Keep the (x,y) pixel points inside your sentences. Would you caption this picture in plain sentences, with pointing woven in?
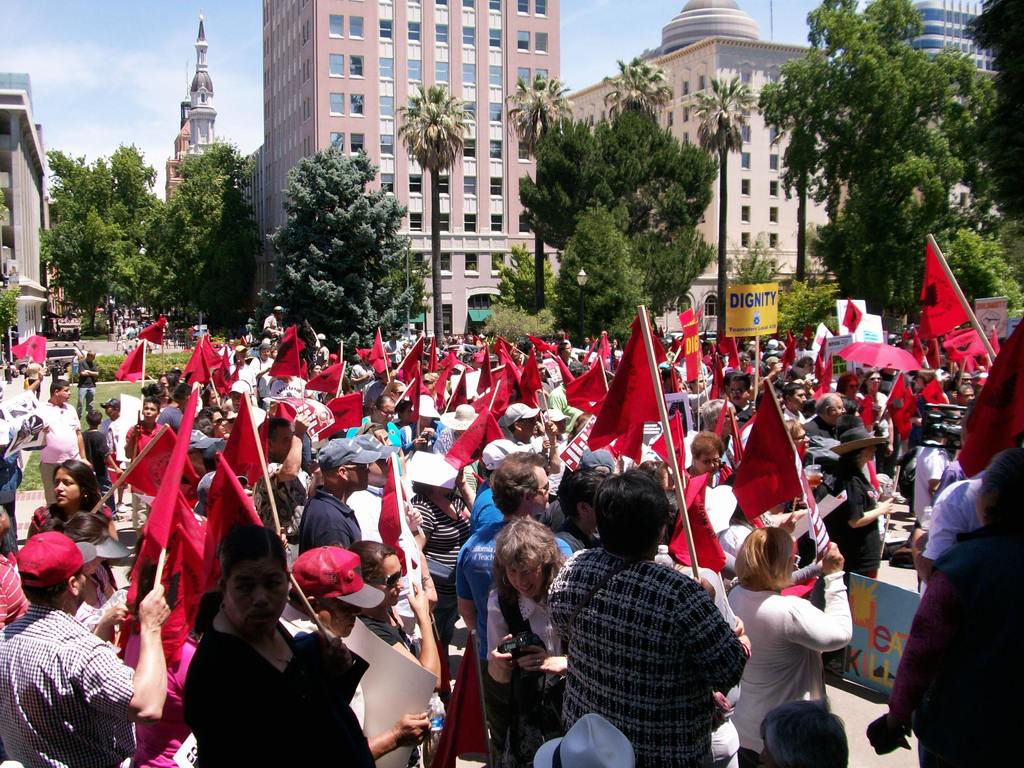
At the bottom of the image (830,531) there are many people (547,505) standing and they are holding flags (624,372) and posters (883,598) in their hands (415,608). Behind them on the ground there is grass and also there are many trees (630,211) and buildings (262,220). And also there is sky (641,43) in the background (738,1).
